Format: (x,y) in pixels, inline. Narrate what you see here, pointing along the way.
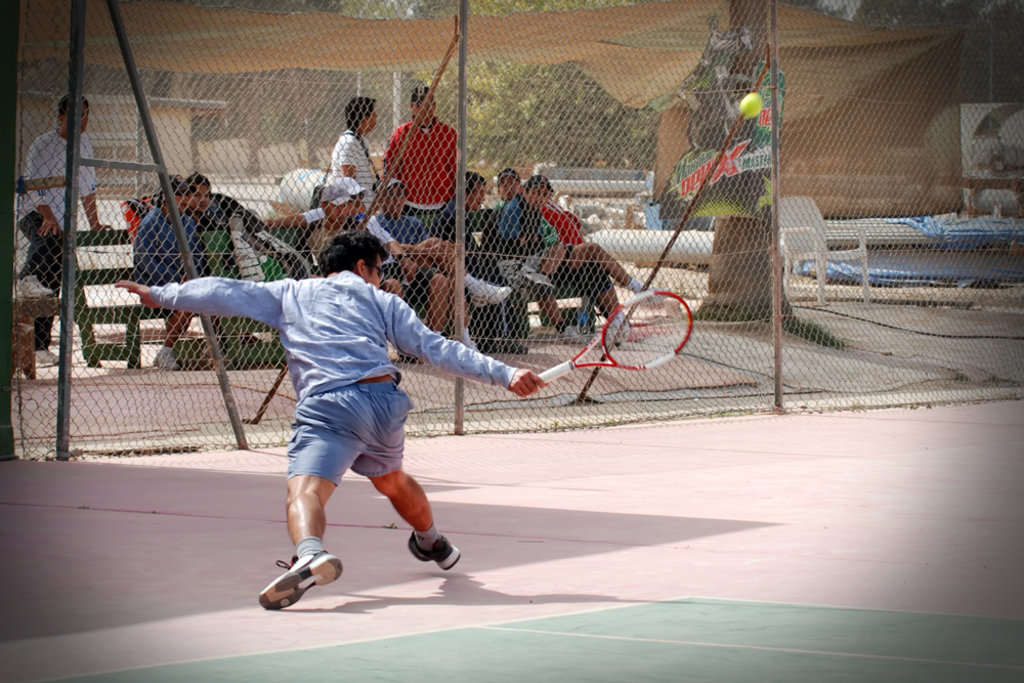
In the image there is a boy (389,409) hitting ball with tennis racket (641,317) and in front of him there is net (690,59) and behind it there are many people (151,259) sitting on bench (223,324), in the background (531,125) there are trees (546,120).
